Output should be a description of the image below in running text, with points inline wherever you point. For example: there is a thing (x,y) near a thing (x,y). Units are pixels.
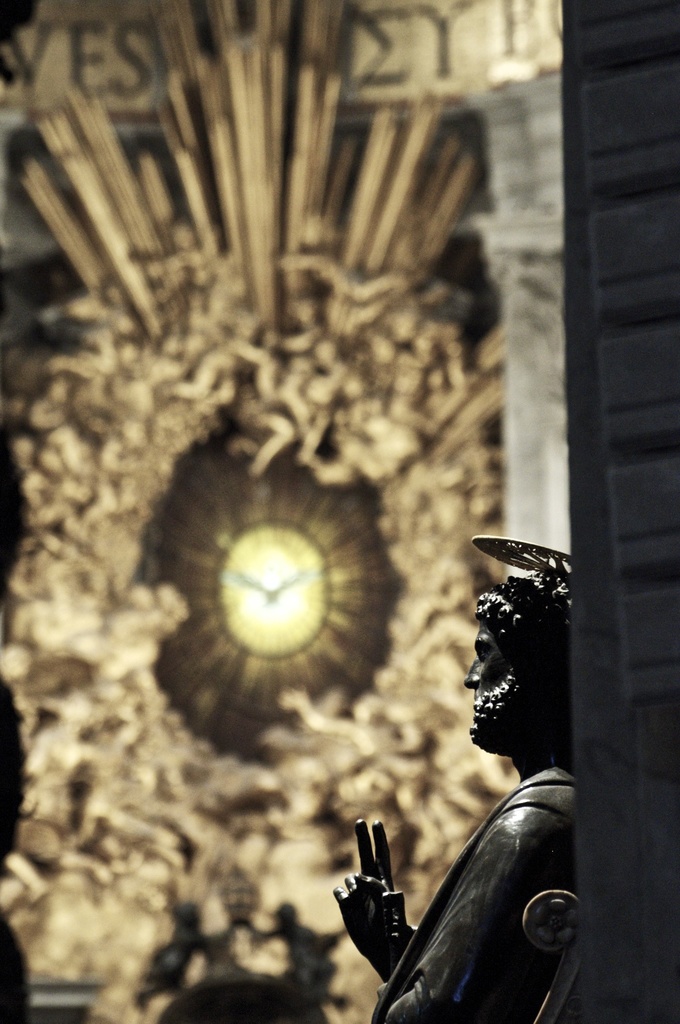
In this picture we can see a statue (517,976) of a man (481,848), a window (320,617) and in the background (133,513) it is blurry.
